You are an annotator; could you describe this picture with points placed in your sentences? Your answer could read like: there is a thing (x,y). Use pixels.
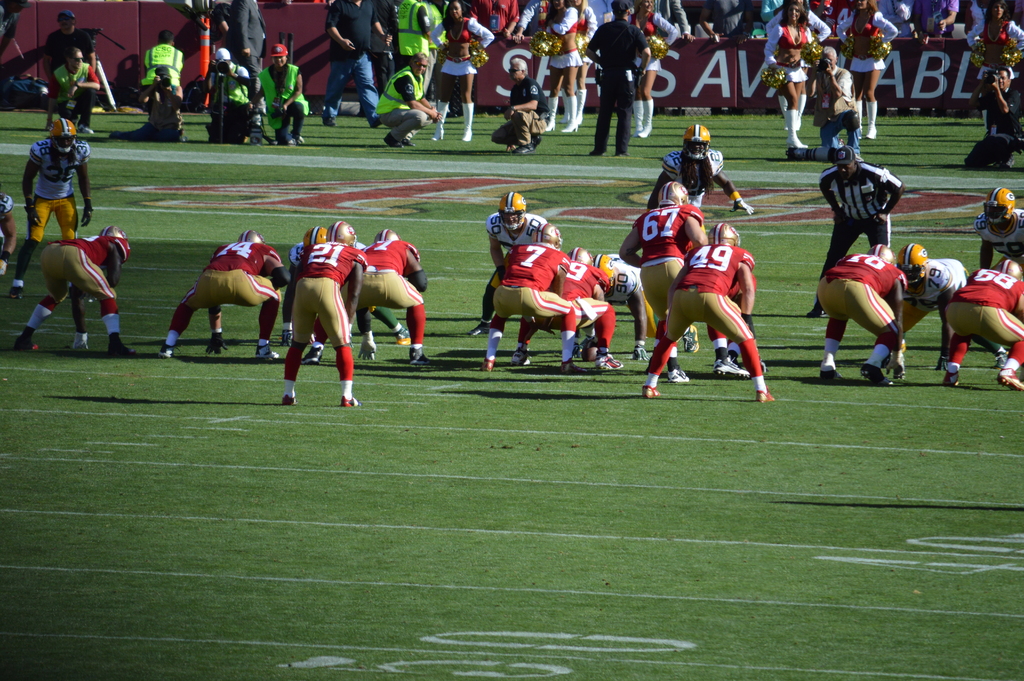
In this picture we can see some people (682,152) are playing game, at the bottom (652,542) there is grass (550,571), in the background (337,20) we can see some people (637,52) are standing, we can also see hoarding (293,33) in the background (319,36), these people (946,272) wore helmets (1002,270).
